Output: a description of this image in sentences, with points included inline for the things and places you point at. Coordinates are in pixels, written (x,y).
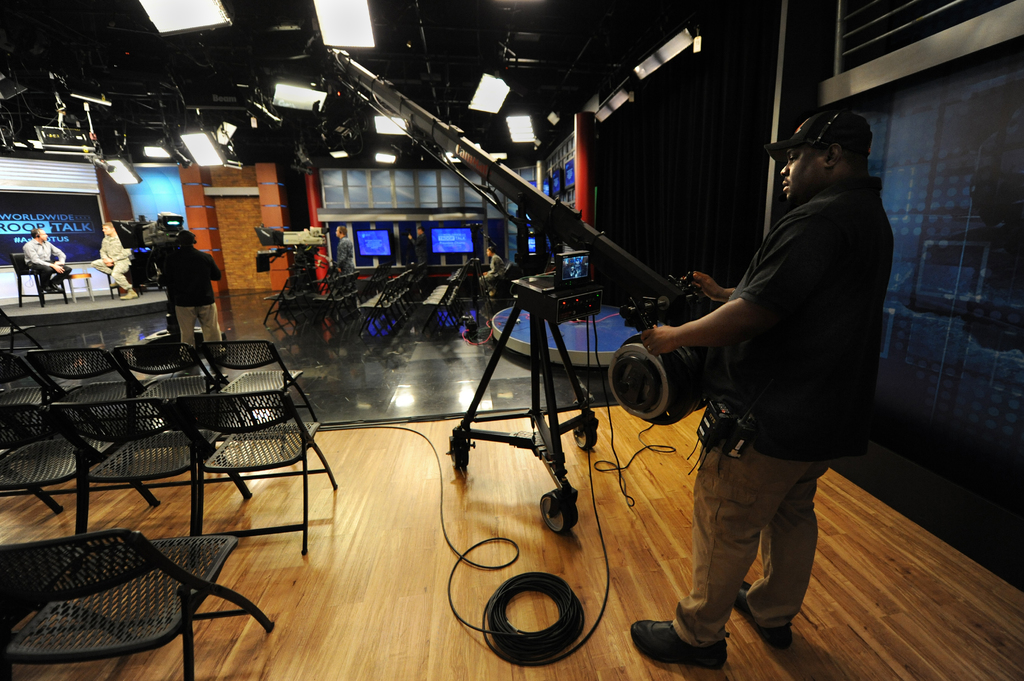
In this image there is a person (708,345) standing and holding some object (634,357) in his hand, in front of him there is another object (590,315), in front of the person (707,368) there are a few chairs (239,446), in the background of the image (46,269) there are two persons (69,272) seated in chairs (27,269) and talking with each other on the stage (78,298), and these two people (126,270) are being photographed by a person (194,259) in front of them, in the background of the image (310,299) there are a few chairs (332,304) and screens (376,232) and few lights (280,88) at the top of the ceiling (238,80).
